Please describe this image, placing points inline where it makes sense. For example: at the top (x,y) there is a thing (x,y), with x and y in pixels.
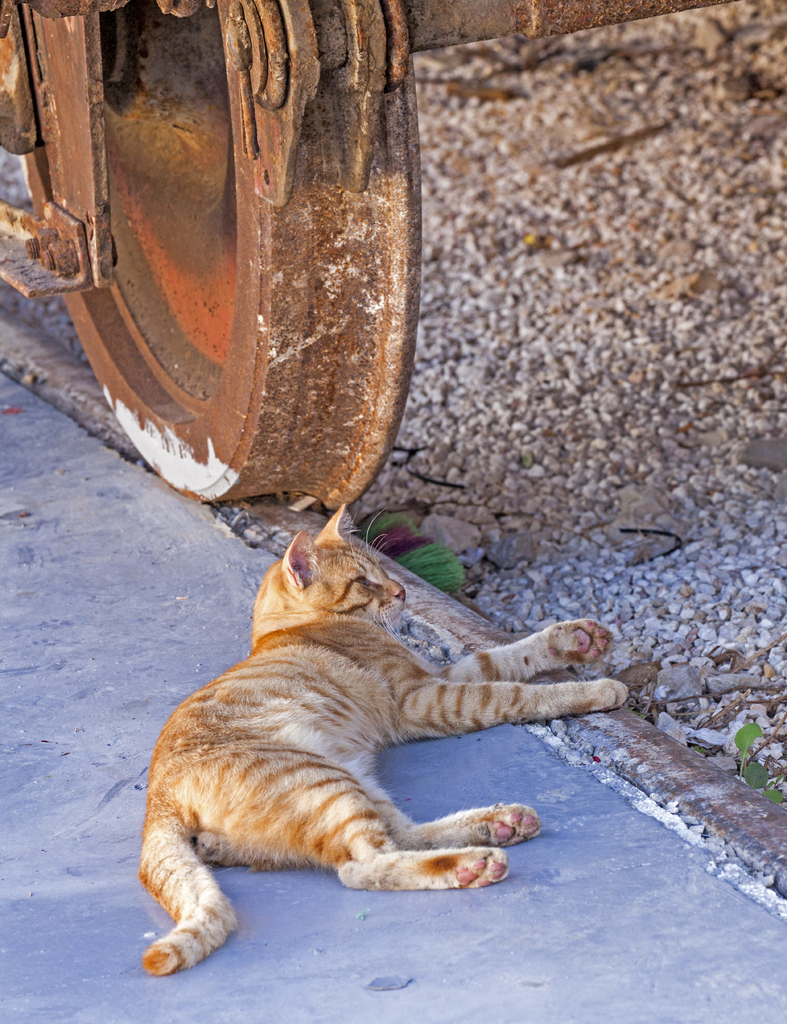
In this picture we can see a cat (560,646) lying here, on the right side (644,525) there are some stones (657,382), we can see a wheel (343,353) of a train (247,264) here.
